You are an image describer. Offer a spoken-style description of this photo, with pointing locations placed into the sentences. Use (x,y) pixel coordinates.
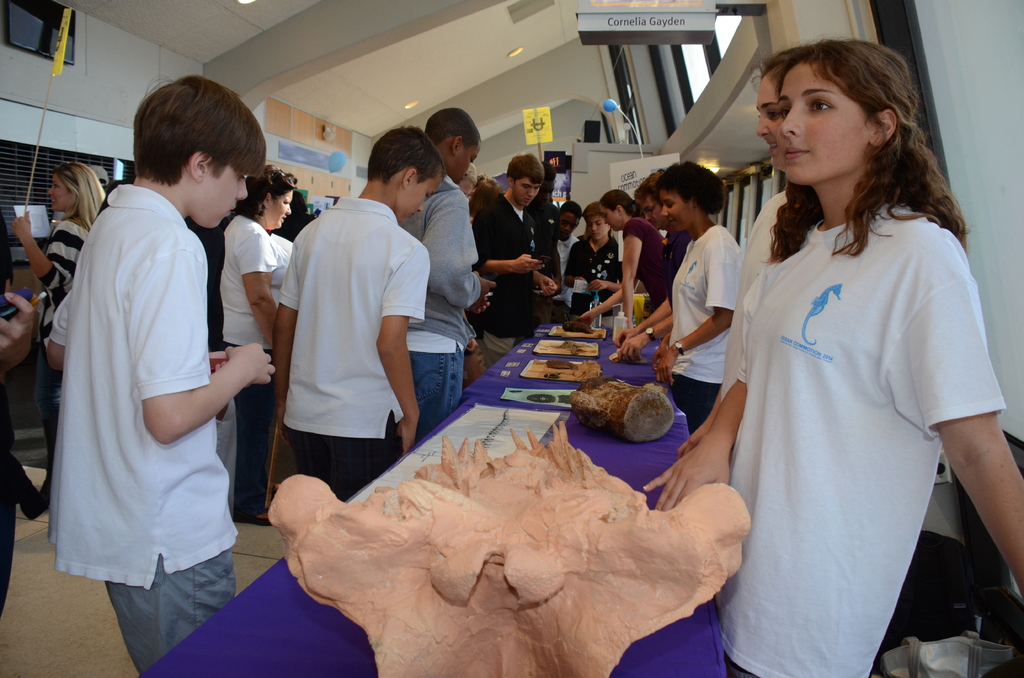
In this image few objects (588,372) and papers (568,391) are on the table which is covered with cloth (635,485). Few persons (733,377) are standing on the floor (239,552). A woman (902,502) wearing white top (872,332) is standing before a chair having a bag (948,638) on it. Right side (925,2) there are few windows (745,228) to the wall (1004,354). Left side (60,208) a woman (25,235) is holding a stick (50,81) having a board (54,54) attached to it.
